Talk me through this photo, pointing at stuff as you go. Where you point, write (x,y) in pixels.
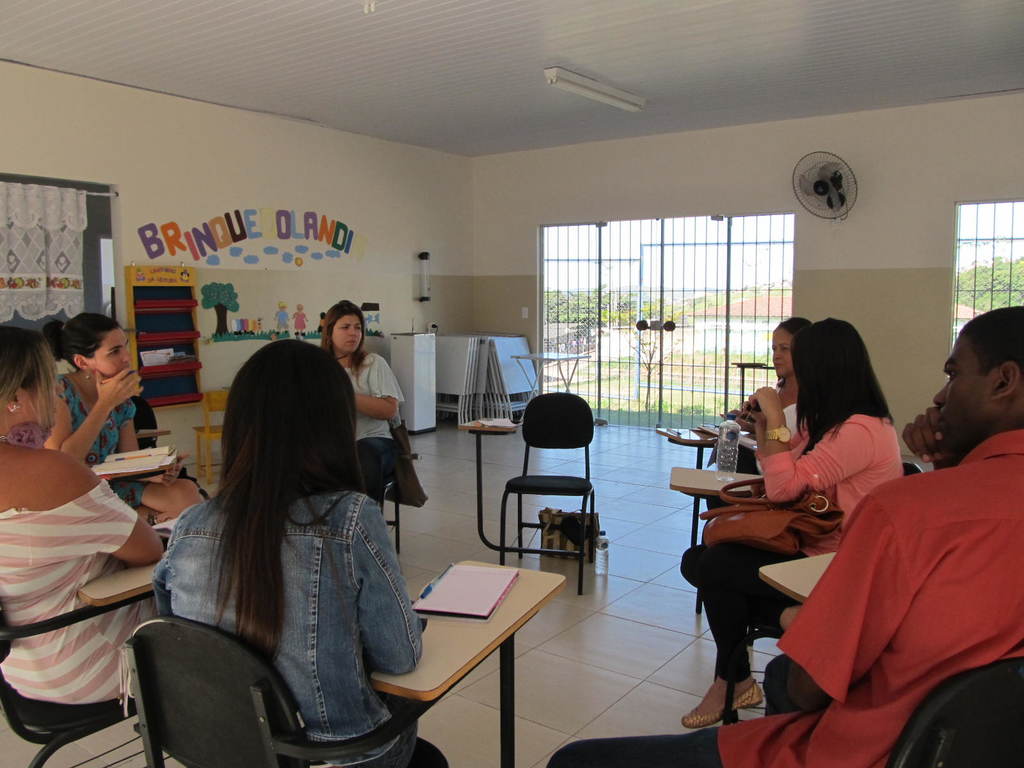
This image is taken in a room (611,232). In this room (869,285) there are seven people (233,537), six woman (369,665) and one men (874,519). At the left side of the image (161,508) there are four women (333,451) sitting on a chair (293,702). In the right side of the image (723,576) there are two women (815,405) and one man (921,518) sitting on a chairs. There is a floor (626,484) and a railing (635,331) in this room (783,167) and a wall fan (812,180). At the top most of the image (596,106) there is a ceiling (333,22) with a tube light (597,90). In middle of the wall (269,187) there is a text (150,241) written with a paint (355,254). In the left side of the image (78,244) there is a window (14,180) with a curtain (70,245).
